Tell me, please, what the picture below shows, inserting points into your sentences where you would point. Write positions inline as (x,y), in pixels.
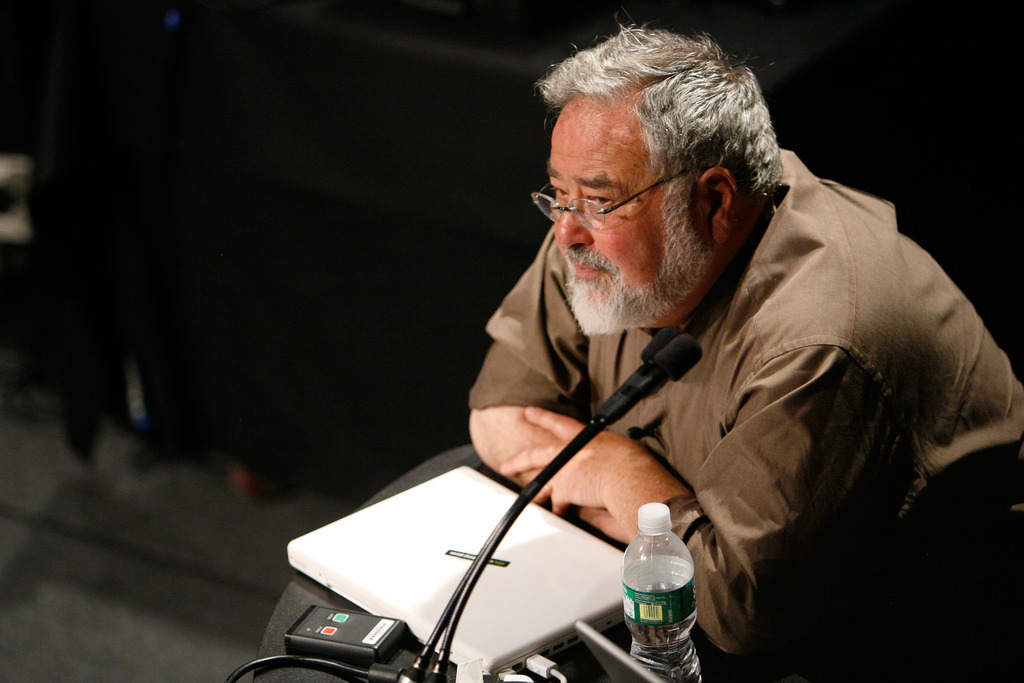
A man (608,137) is sitting at a table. He wears a brown shirt (695,465) and spectacles (579,205). There are laptop (538,607), mic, device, water bottle (657,590) and other items (593,632) on it.
